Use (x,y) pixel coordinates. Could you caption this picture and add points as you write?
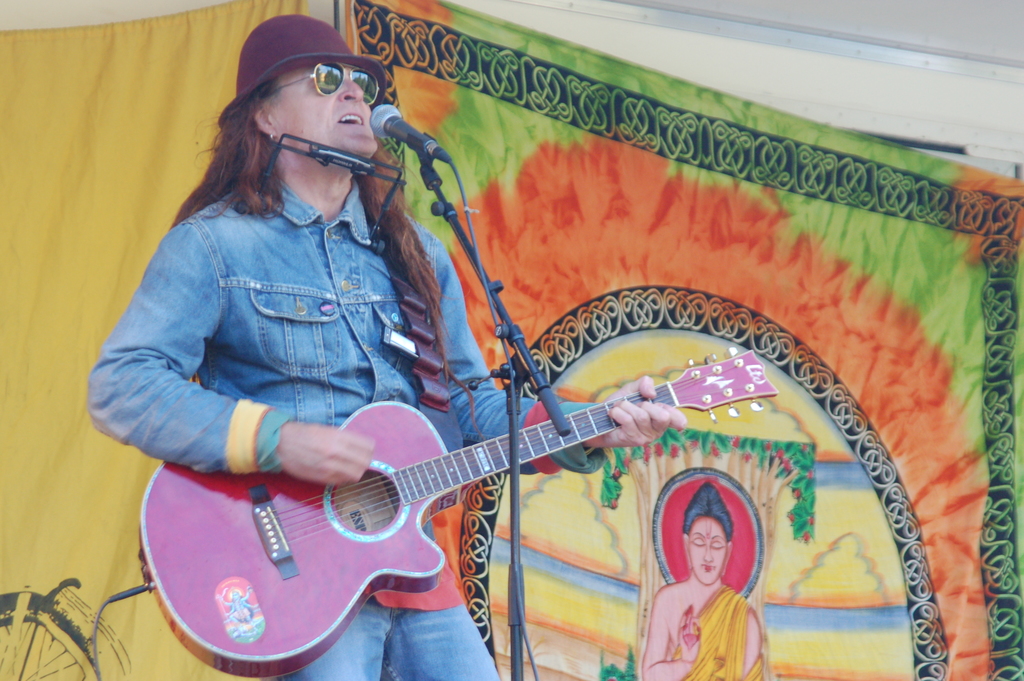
A man (350,187) is singing with a mic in front of him and playing guitar (699,389).
